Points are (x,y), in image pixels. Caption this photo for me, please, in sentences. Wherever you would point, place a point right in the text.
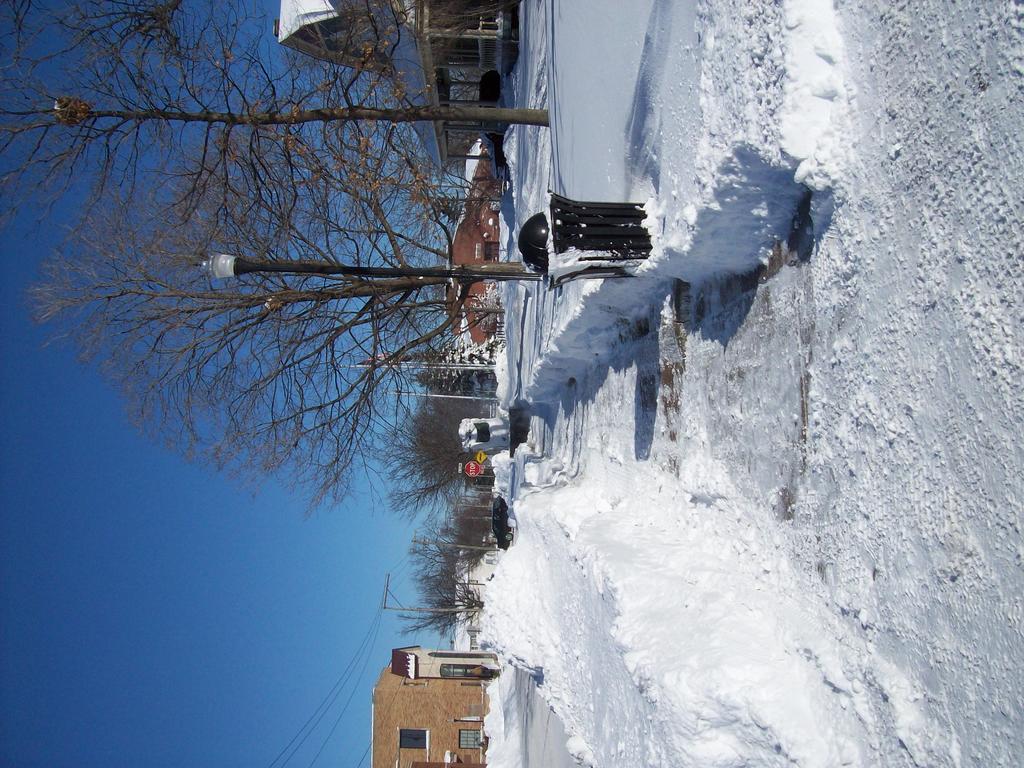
As we can see in the image there is snow (713,441), street lamp (514,268), trees (373,330) and houses (479,315). On the left side (148,510) there is a sky (172,620). In the background (427,612) there is a current pole (474,608).
